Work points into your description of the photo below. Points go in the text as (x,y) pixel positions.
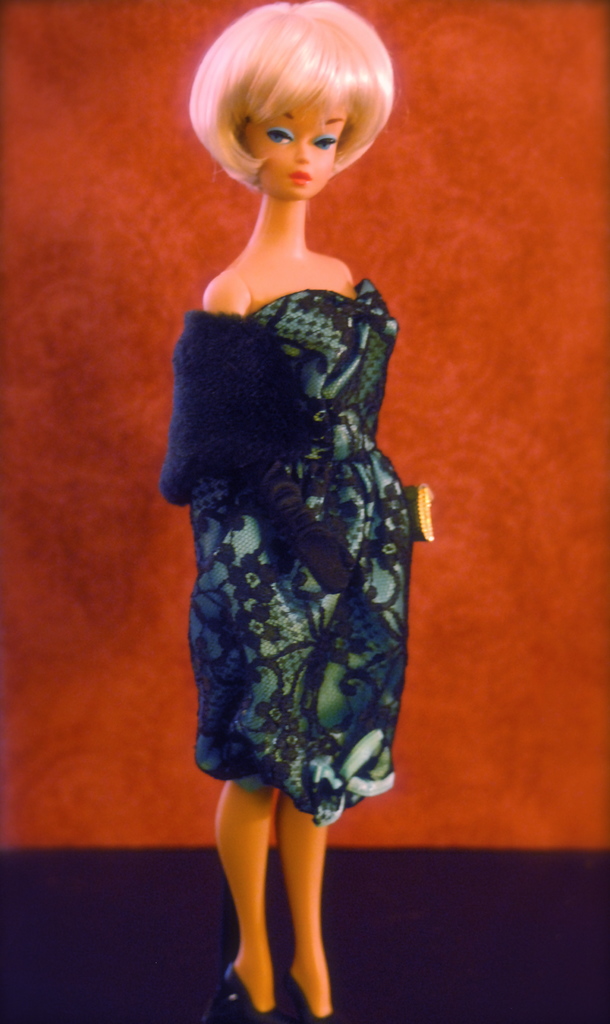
In the center of the image (249,490) there is a doll (243,754). In the background (73,496) we can see wall (544,542).
